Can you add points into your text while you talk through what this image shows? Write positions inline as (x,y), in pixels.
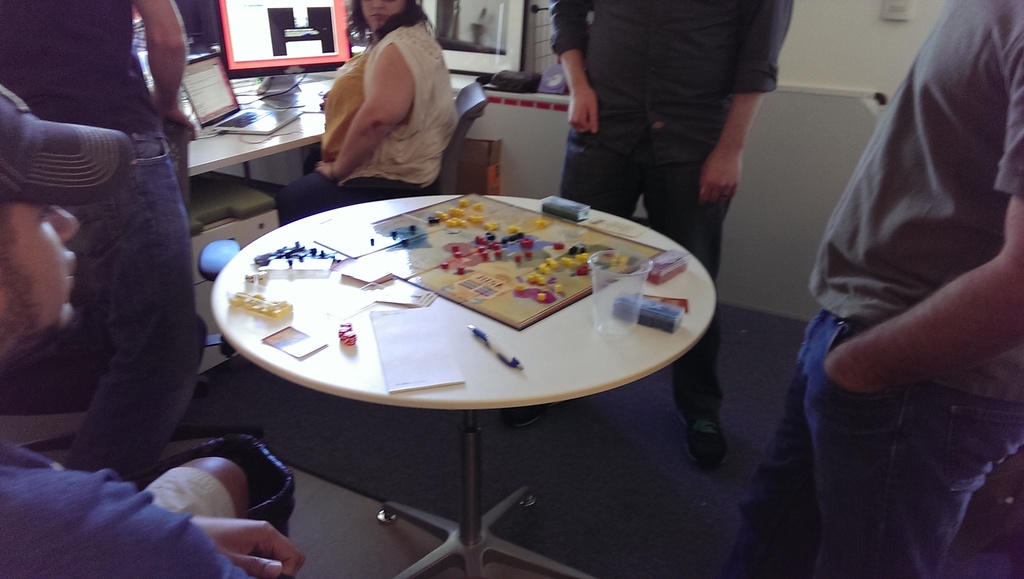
In this image I see 5 persons (888,346), in which 2 of them are sitting and rest of them are standing and I see a table (225,161) over here and there is a laptop (214,120) and a screen (241,38) and I can also see there is another table (691,264) over here and there are few things (505,360) on it.
